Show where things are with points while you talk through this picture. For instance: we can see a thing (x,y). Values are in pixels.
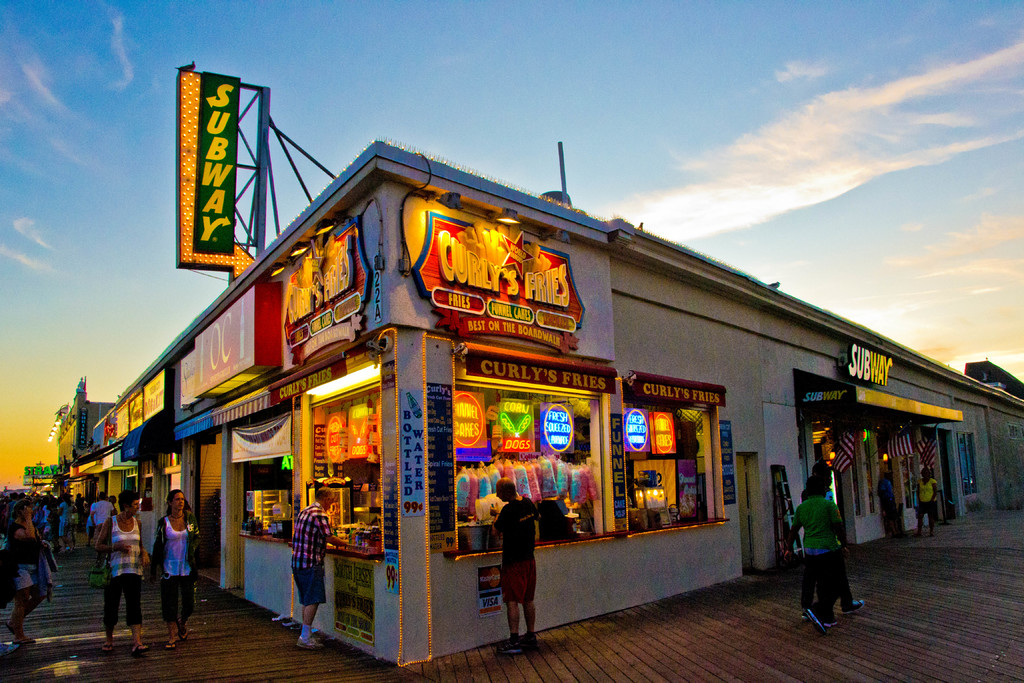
In the center of the image (620,252) there are stores (591,587). At the bottom of the image (540,656) there is a road (603,656). There are people (525,544) walking on the road (74,571).
